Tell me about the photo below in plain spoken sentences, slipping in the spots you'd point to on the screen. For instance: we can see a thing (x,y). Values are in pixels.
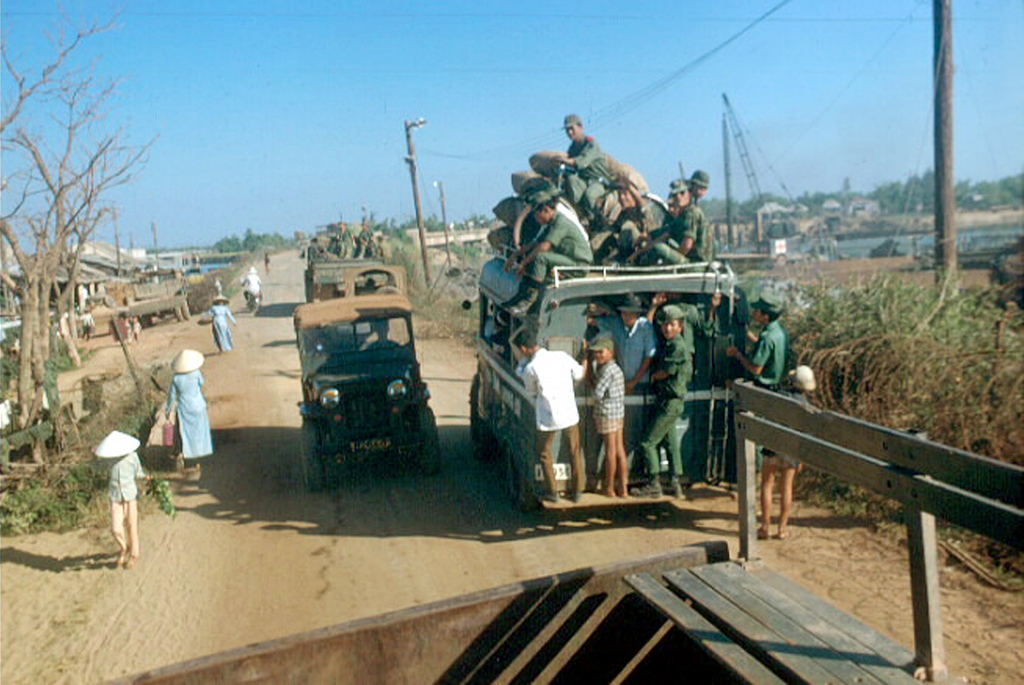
In this picture there is a military bus (605,266). On the top of the bus roof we can see some military soldier (565,231) sitting. Beside there is a green color jeep (341,434). On the left side (201,437) there is a woman (182,422) wearing a blue color top (197,410) walking on the ground (216,398). In the background (102,269) there are many shed house (107,252) and some trees (245,248).
